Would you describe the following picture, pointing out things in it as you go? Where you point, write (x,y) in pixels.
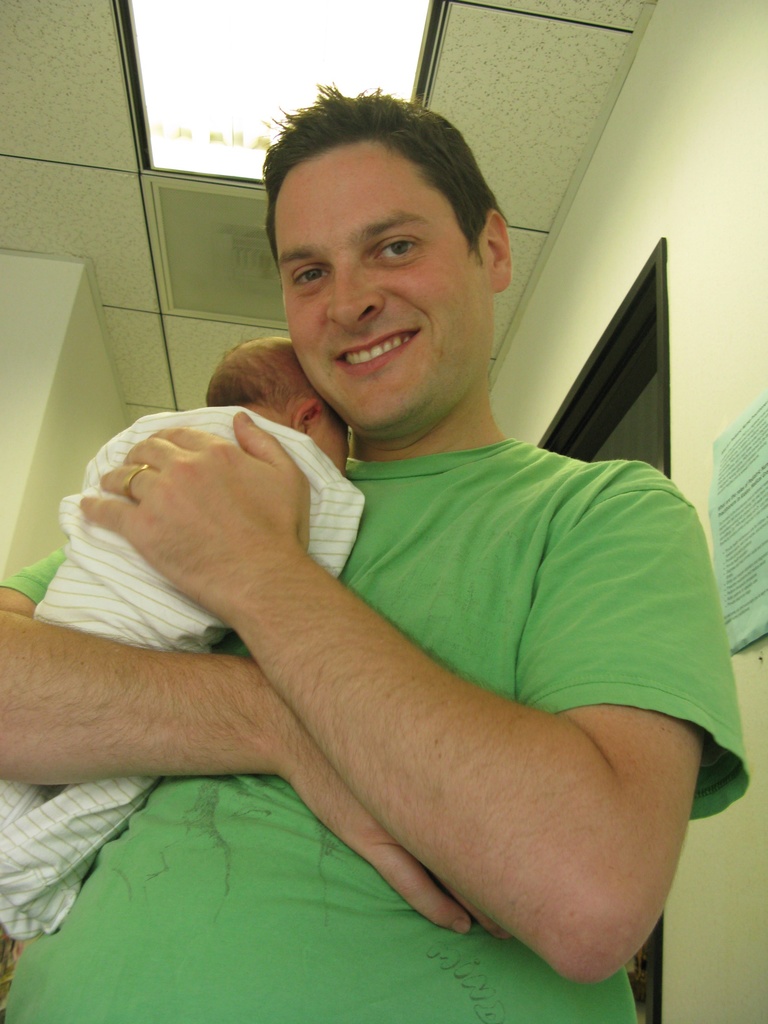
In the center of the image (408,450) there is a person (161,551) holding a baby (244,355). At the top of the image (156,48) there is a ceiling (16,167) with lights (392,91). To the right side of the image (711,146) there is wall (690,225).
